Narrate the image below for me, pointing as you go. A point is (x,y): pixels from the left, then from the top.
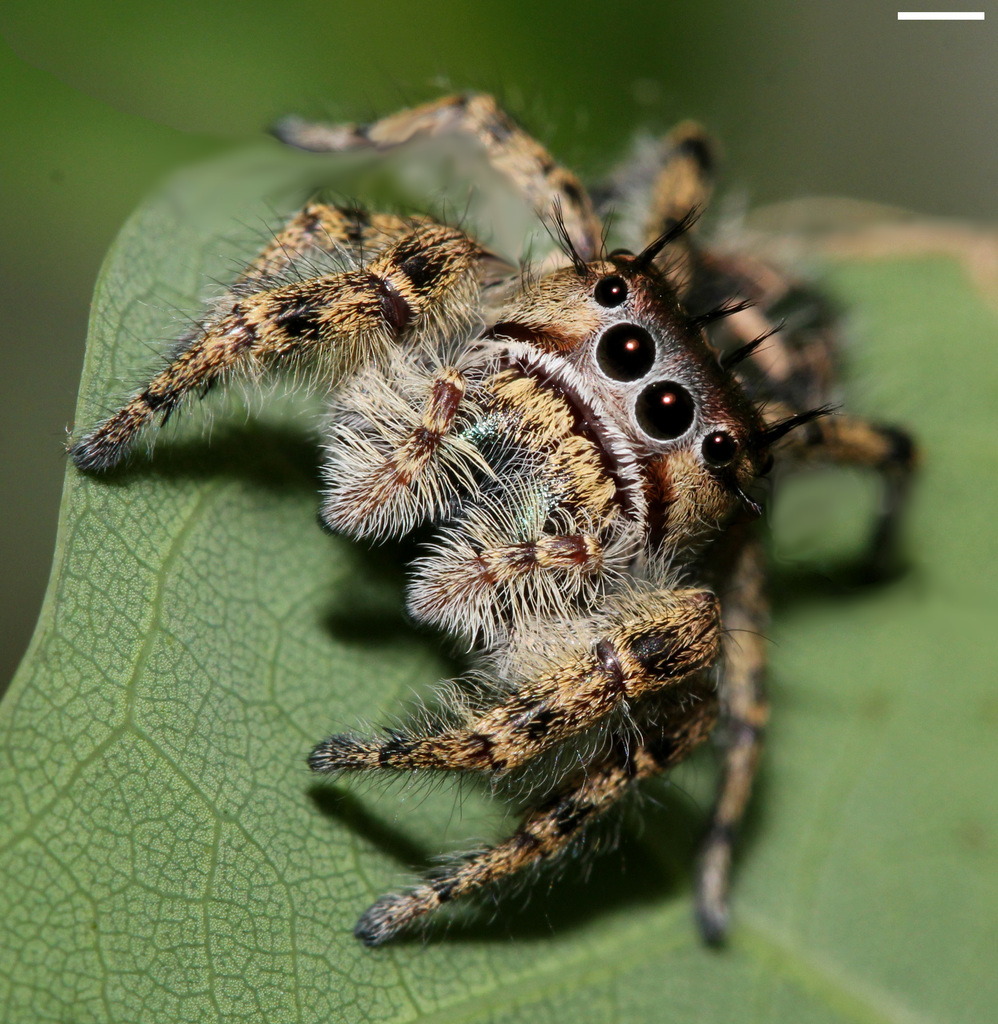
In this image I can see an insect (499,534) on a leaf (193,571). The background (155,126) is blurred.
